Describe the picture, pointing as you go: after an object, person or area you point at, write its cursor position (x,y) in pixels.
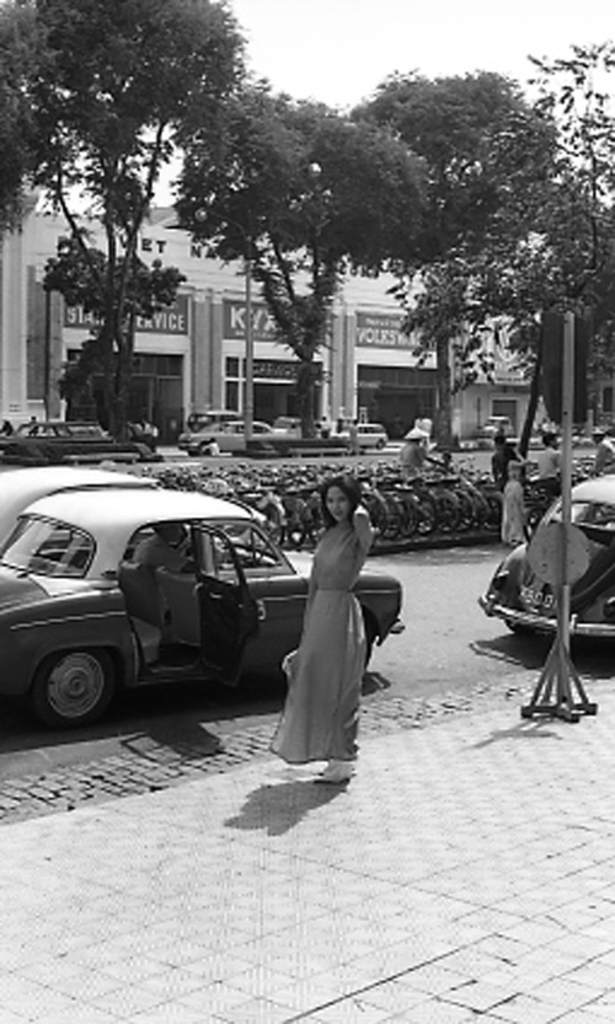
In this picture we see few parked cars (34,479) and parked bicycles (356,475) and few trees (183,63) and a woman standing and a building (9,234).
